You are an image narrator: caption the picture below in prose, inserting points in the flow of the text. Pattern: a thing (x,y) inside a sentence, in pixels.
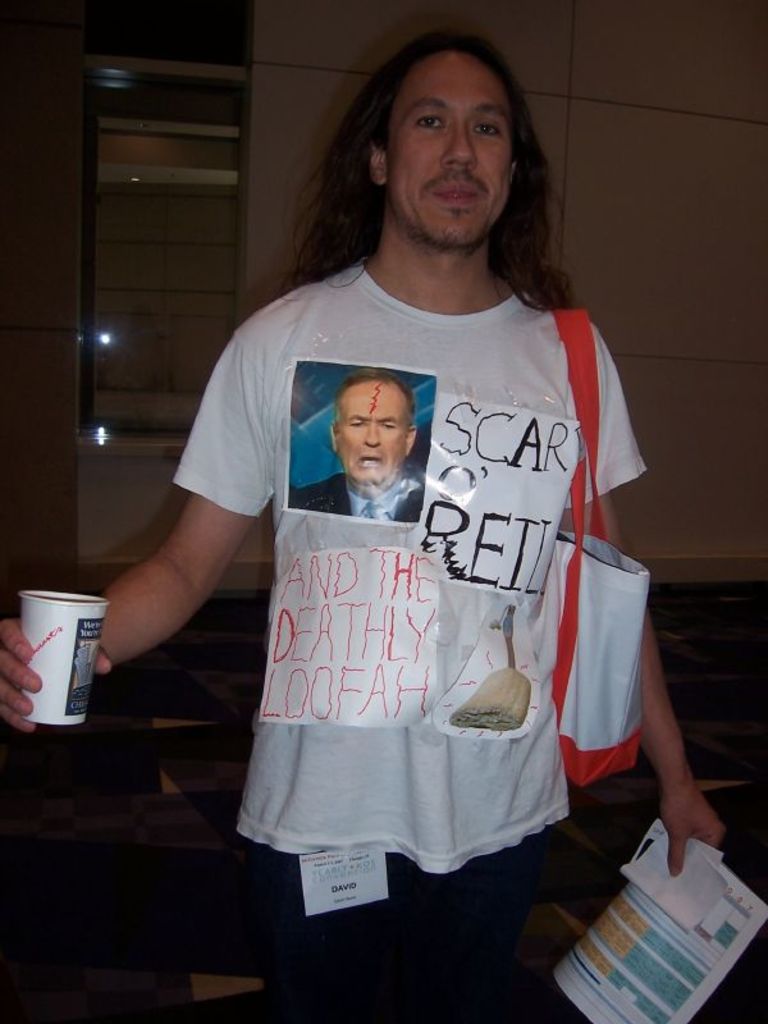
In this image there is a person (415,587) standing and wearing a bag (565,645) on his shoulder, he is holding a glass (99,643) in one hand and some papers (677,901) in the other hand (707,831). In the background (352,64) there is a wall (372,49) and a glass window (159,234).
